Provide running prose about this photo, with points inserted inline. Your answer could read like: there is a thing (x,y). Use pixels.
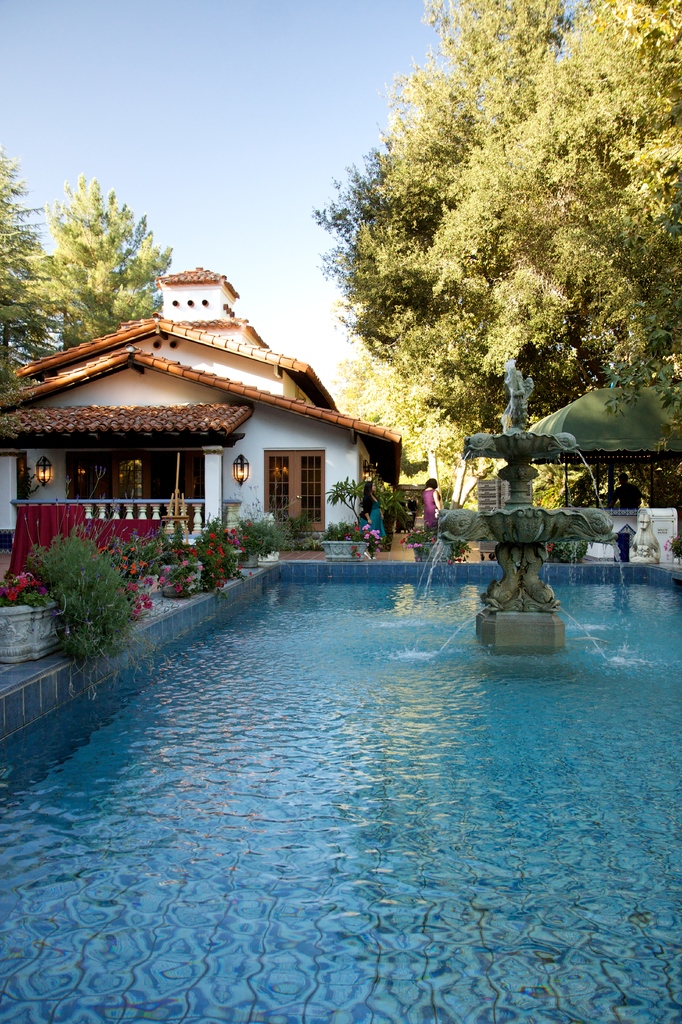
In the image there is a fountain (473,445) and in front of the fountain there is a house (218,393) and around the house (283,487) there are lot of trees (669,501), there are some flower plants (155,561) beside the fountain (448,537) and to the right side of the house (348,472) there is a person (625,493) standing under a tent (588,407) and in front of the tent (611,498) there is a white object (674,527).
